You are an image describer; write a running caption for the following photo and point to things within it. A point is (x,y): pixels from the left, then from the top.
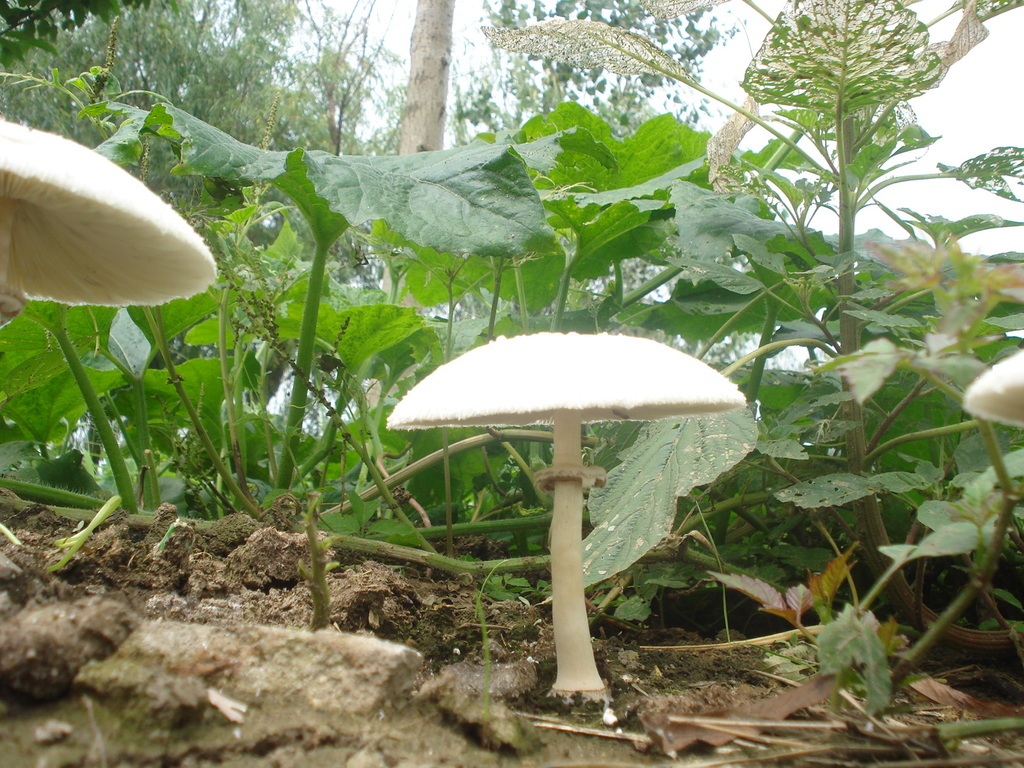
In this image there are mushrooms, plants (149,410), trees (691,52), sand (362,763) and the sky (954,148).
